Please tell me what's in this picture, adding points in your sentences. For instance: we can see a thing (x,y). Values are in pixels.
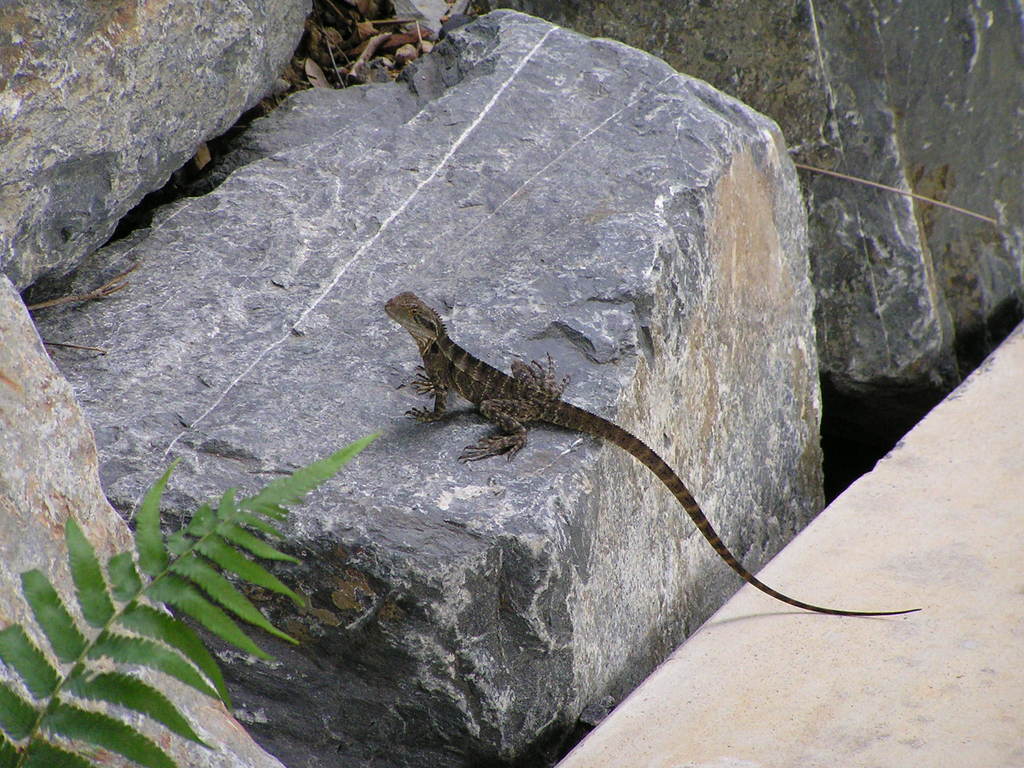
This image is taken outdoors. On the right side of the image (842,656) there is a floor (885,657). On the left side of the image (112,646) there is a plant (112,646) with green leaves (120,658) and stems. In the middle of the image (376,344) there are a few rocks (244,82) and there is a reptile (520,363) on the rock (544,434).
